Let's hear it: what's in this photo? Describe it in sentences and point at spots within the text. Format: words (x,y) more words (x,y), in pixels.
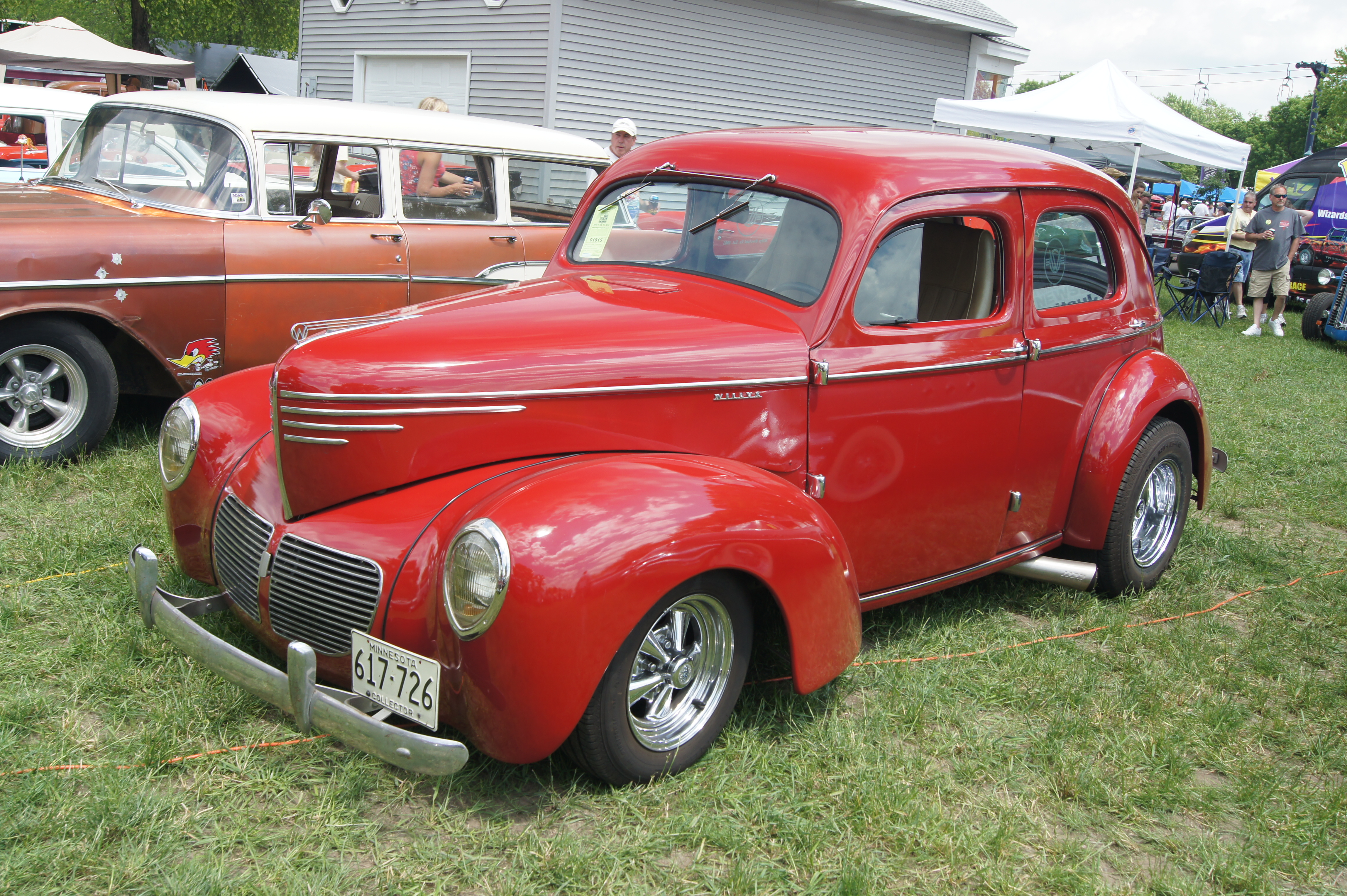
In this image I can see many vehicles (744,655) on the grass (996,670). To the side of these vehicles (1057,302) I can see the shed (801,71) and the tents (1057,135). To the side of the tent (1064,124) I can see the group of people (1235,244) with different color dresses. In the background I can see many trees (1221,172) and the sky (1229,43).
